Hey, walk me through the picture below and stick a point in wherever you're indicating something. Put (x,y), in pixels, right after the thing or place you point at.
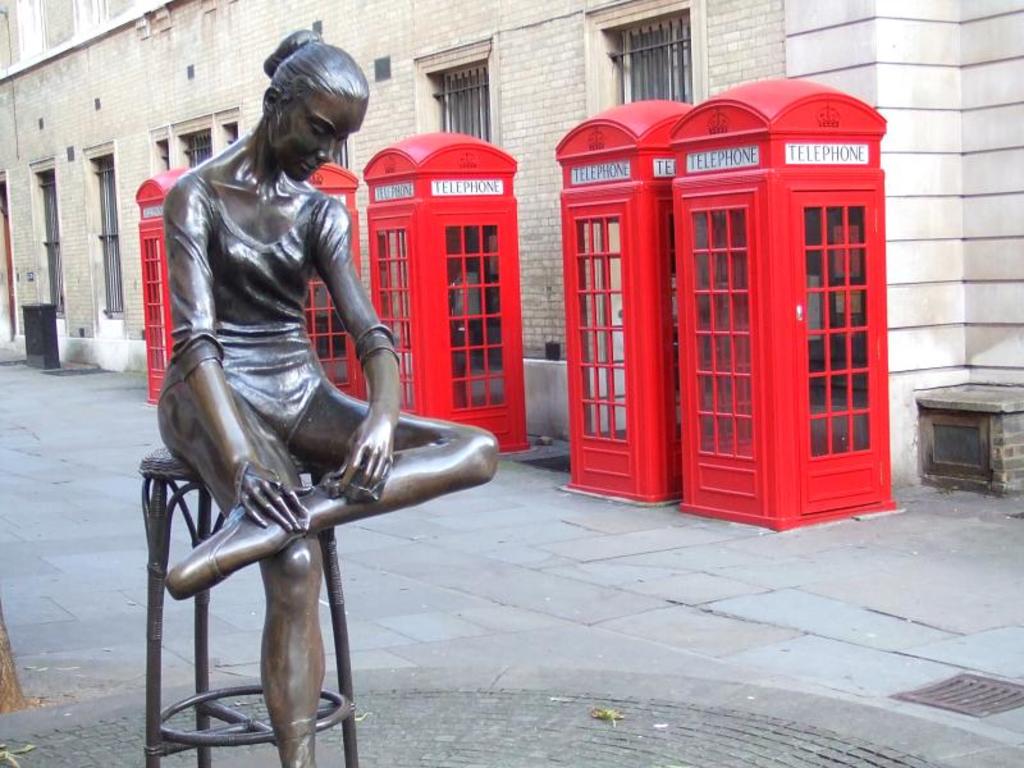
In this image I can see a statue (270,682), few red color telephone booths (656,339), building (167,58) and windows (98,163).
